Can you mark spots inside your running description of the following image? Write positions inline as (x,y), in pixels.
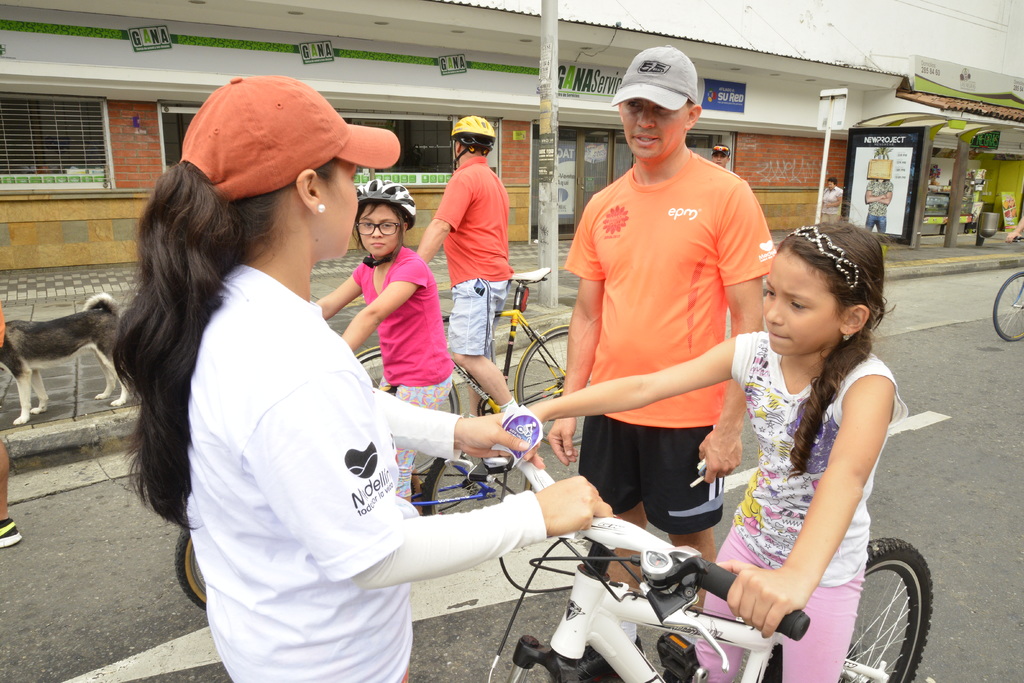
This picture is taken outside a city (79,233). In the foreground (778,609) there are five people (786,404) standing. On the left (328,415) there is a woman (259,539) in white dress (308,474) standing. And in the center (633,285) a man (644,252) in orange shirt (664,269) is standing and talking. There is a girl (799,417) on the bicycle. In the background (814,174) there is a store (571,164), a sign board (839,123). In center of the image (560,271) there is a pavement (48,292). On the left (51,348) there is a dog (91,333). On the right (879,158) there is a sign board (849,207) and a small shop (951,159).
